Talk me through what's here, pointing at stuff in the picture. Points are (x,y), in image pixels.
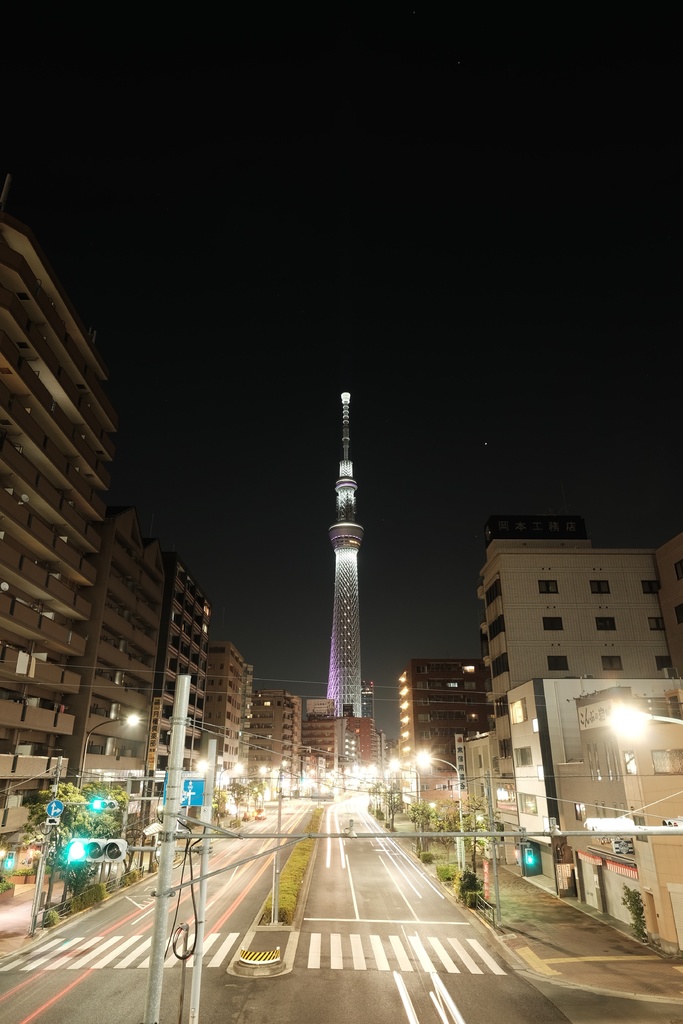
This is an outside view in this image on the right side (570,793) and left side (213,714) there are some buildings (454,740), trees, poles (633,831), street lights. And in the center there is grass (286,896), at the bottom (329,945) there is road (148,884) and in the foreground (166,896) there is one pole (174,762) and in the background (339,621) there is a tower (341,481). At the top (375,142) there is sky (233,509).
